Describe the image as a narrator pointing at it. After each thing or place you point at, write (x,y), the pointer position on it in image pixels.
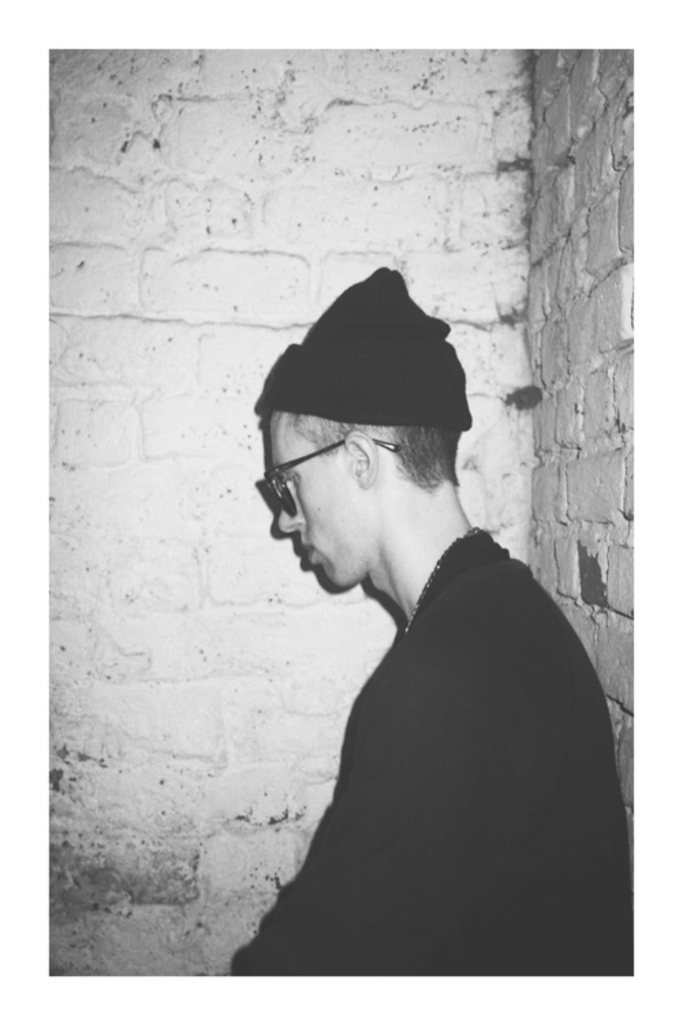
In the picture I can see a person (436,678) wearing black T-shirt (445,719) is having spectacles (279,481) to his eyes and a hat (372,419) on his head (317,477) and there is a brick wall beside and behind him.
